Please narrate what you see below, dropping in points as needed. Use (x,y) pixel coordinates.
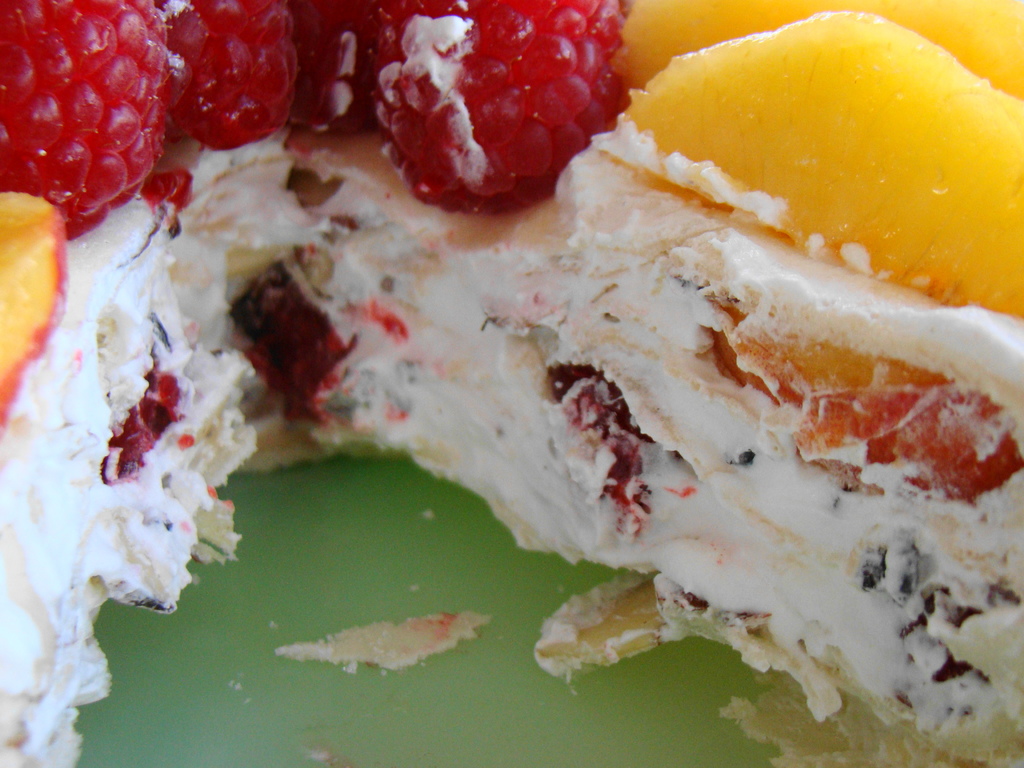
In this image we can see pastry (374,415) which is in white color on top of it there are some raspberries (307,121) and some other fruit (816,134) which is in yellow color.
